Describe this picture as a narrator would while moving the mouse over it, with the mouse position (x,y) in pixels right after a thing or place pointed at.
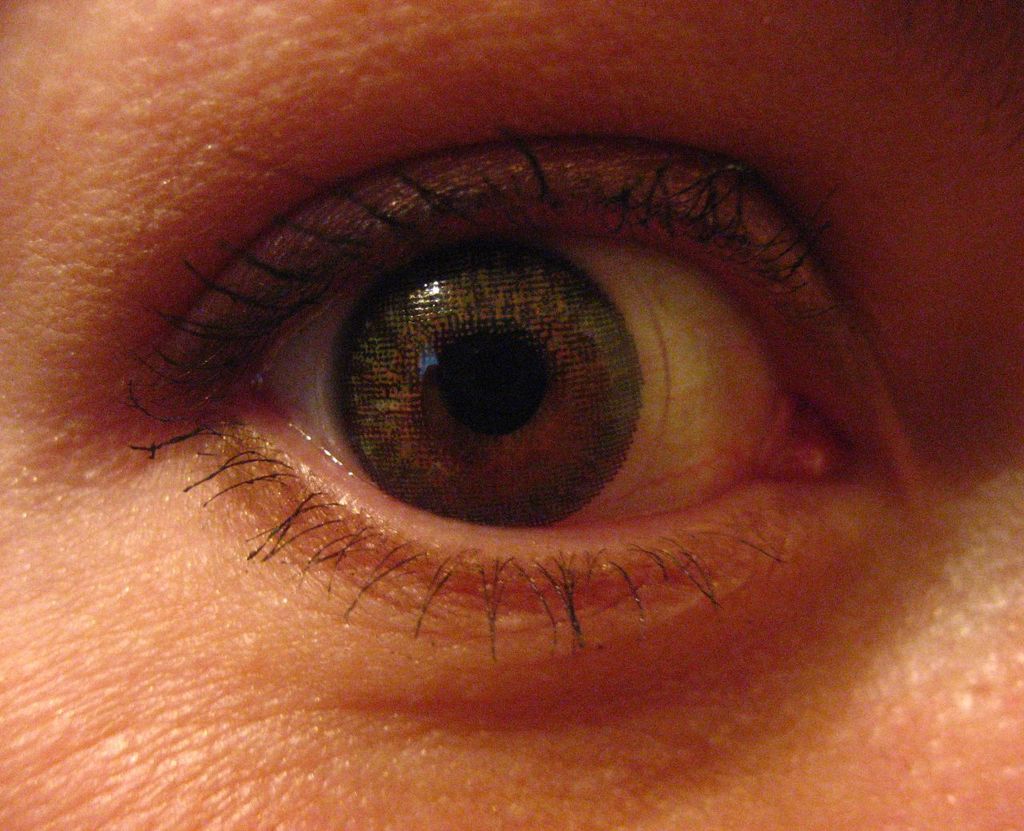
In this image I can see the person's eye (454,325).
